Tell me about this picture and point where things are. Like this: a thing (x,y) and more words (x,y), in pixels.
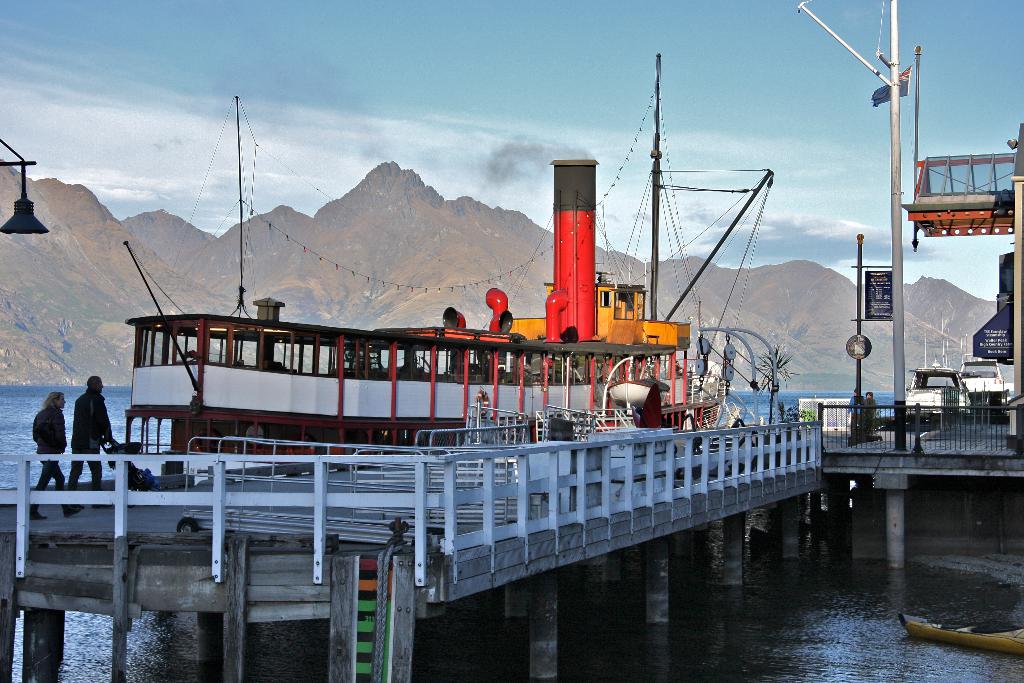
In this picture we can observe a ship (332,415) floating on the water (34,412). We can observe a dock (362,486). There are two persons (100,450) walking on the dock (127,503). We can observe a pole (899,376) on the right side (891,84). In the background (263,279) there are hills (445,243) and a sky (486,118) with some clouds (170,128).
